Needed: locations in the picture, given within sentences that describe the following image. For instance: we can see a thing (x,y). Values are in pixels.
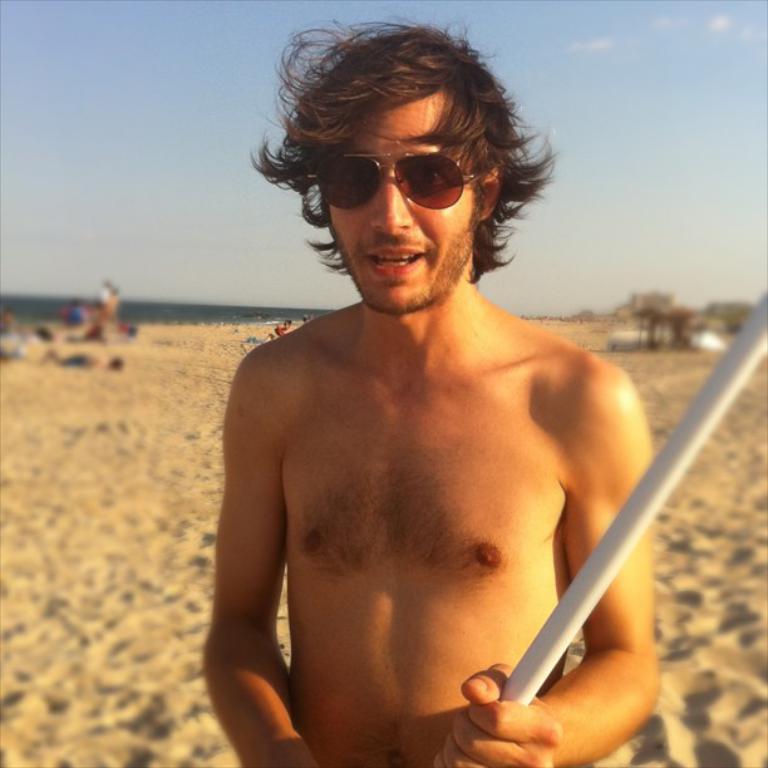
In this image, we can see a person (474,582) is holding a rod (591,586) and wearing goggles (337,200). Background (62,385) there is a blur view. Here we can see few people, sand (141,494) and sky (130,85).
